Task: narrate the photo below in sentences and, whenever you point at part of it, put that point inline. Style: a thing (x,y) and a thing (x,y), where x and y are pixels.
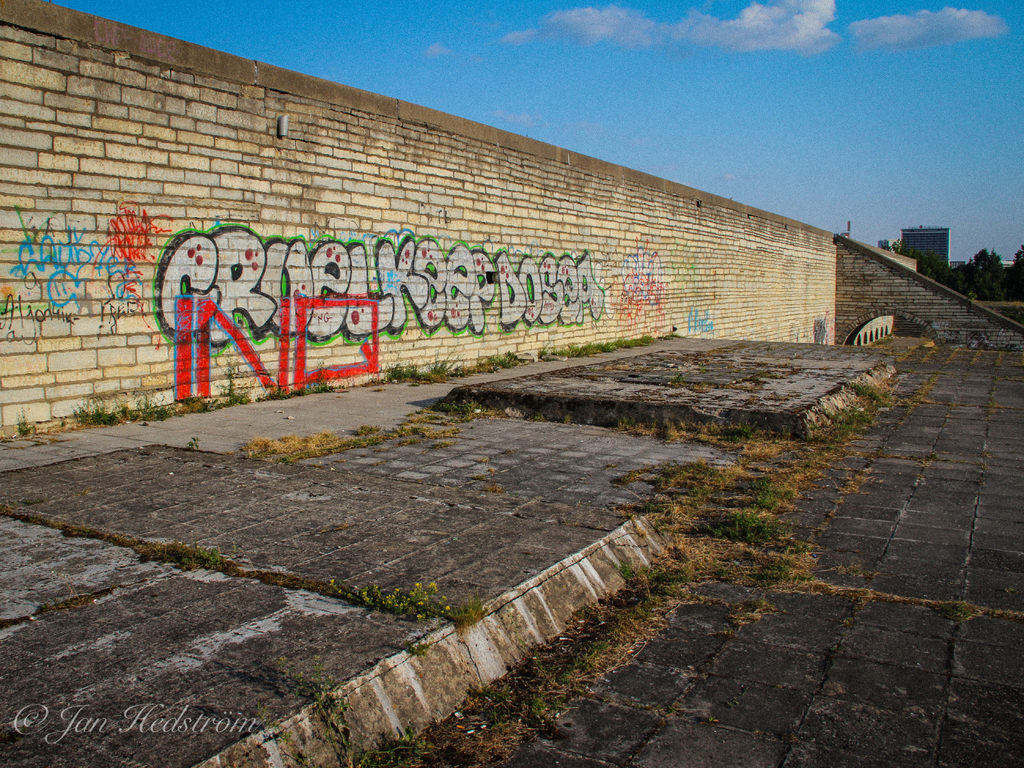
In this image there is a path (832,465) in the background (243,150) there is a wall (609,276) and there is a blue sky (719,130).
